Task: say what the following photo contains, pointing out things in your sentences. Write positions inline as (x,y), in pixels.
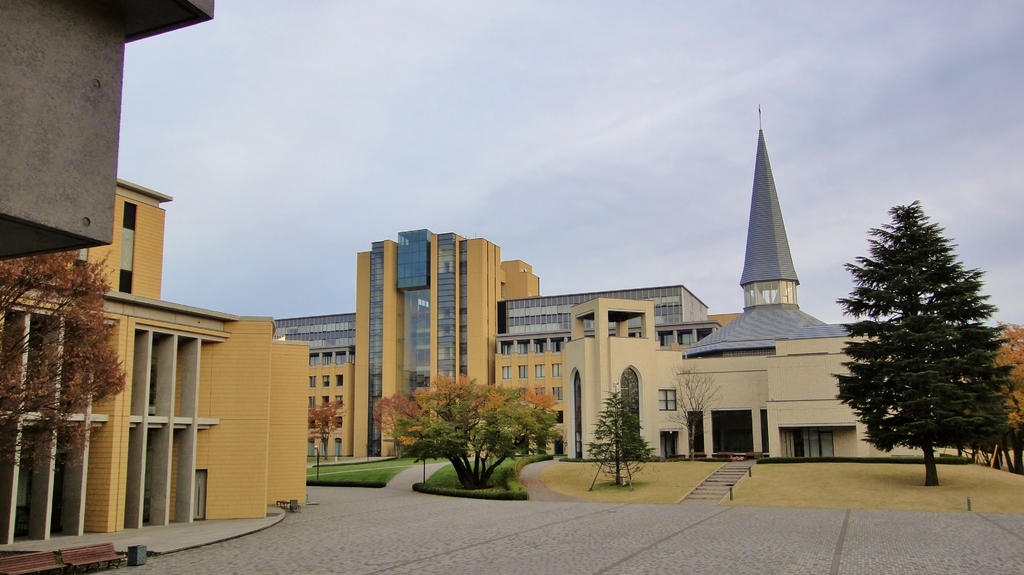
In the image there are buildings (344,362) in the back (712,326) with many trees (959,442) and garden (445,476) in front of it and above its sky (545,131) with clouds (793,103).
